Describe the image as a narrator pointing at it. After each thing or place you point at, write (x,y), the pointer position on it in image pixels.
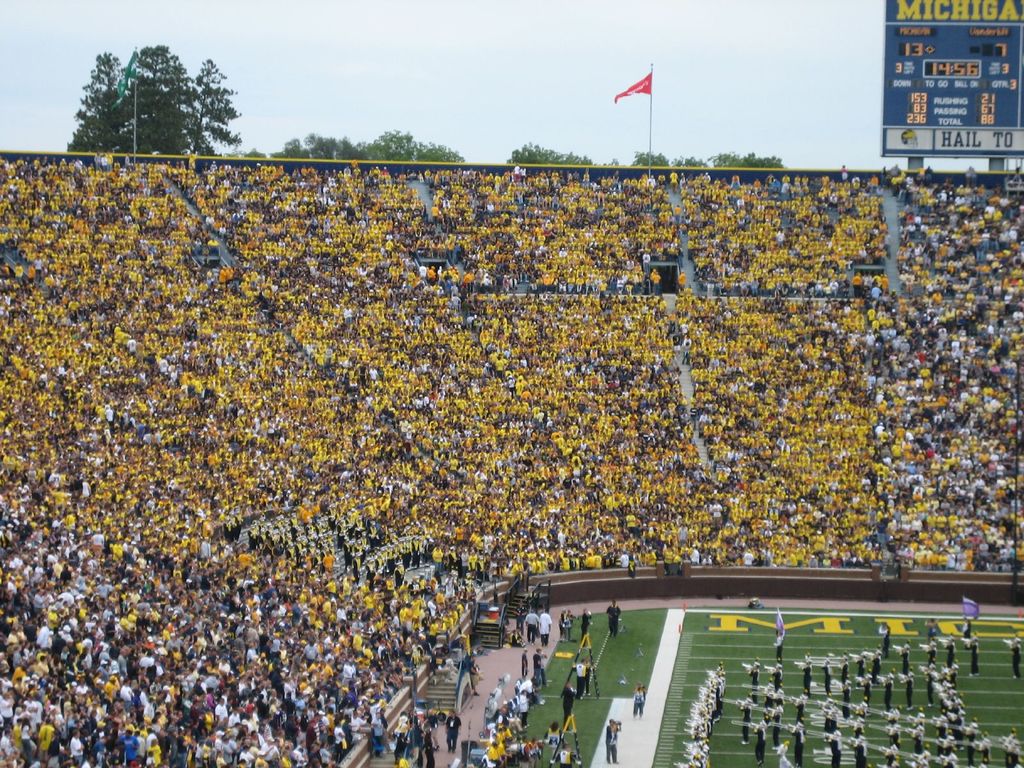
In this image it looks like it is a stadium (415,441) in which there are so many people (438,333) standing in the stadium (204,561). In the middle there is a ground (716,658) on which there are few people (865,690) who are marching on it. In front of them there are cameras (571,711). On the right side (941,91) top there is a scoreboard (940,79). At the top (567,56) there is sky (542,56). Behind the stadium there are trees (119,134).
